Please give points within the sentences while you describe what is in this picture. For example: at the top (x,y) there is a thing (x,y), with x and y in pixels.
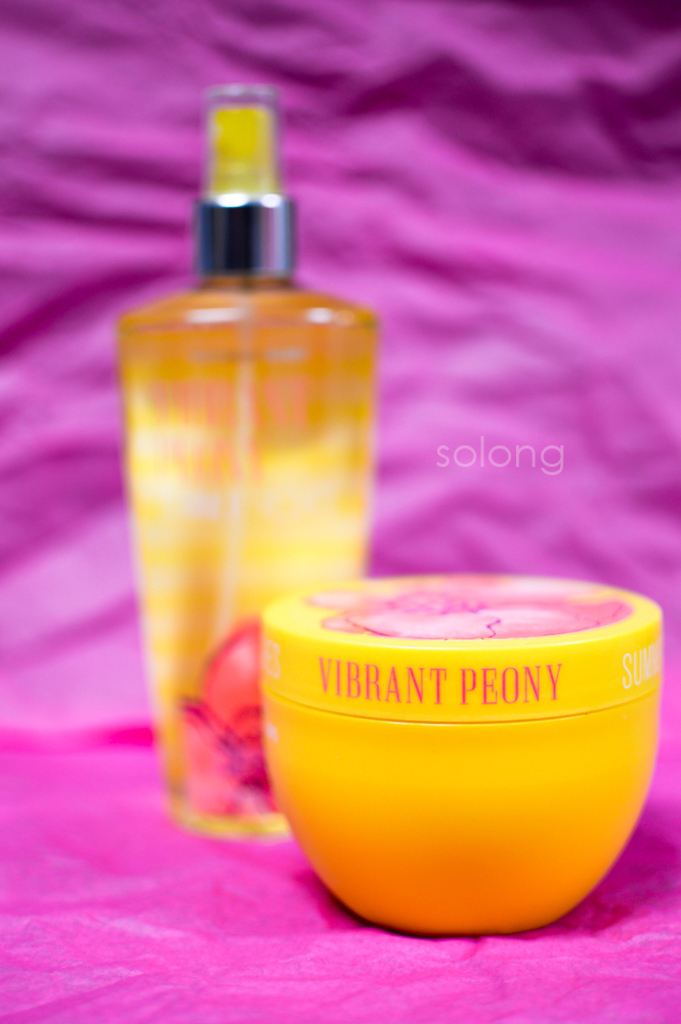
In this image, there is a perfume bottle (238,600) and a cream box (450,742) are kept on a pink cloth (189,920). Both the box (335,722) and bottle (319,444) are in yellow color. In the background (166,35), there is a pink cloth (504,169).
